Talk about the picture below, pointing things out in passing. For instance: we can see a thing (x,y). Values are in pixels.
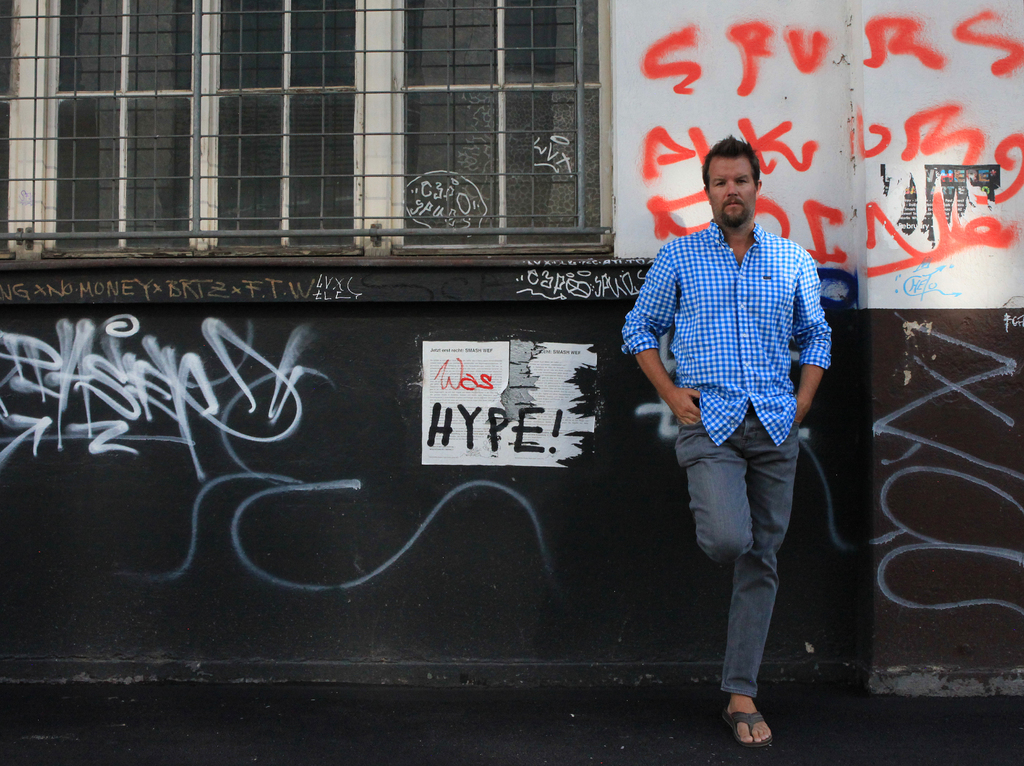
Here we can see a man (721,404) posing to a camera. In the background (143,498) we can see a wall (152,515), posters (951,170), and a window (344,178).
